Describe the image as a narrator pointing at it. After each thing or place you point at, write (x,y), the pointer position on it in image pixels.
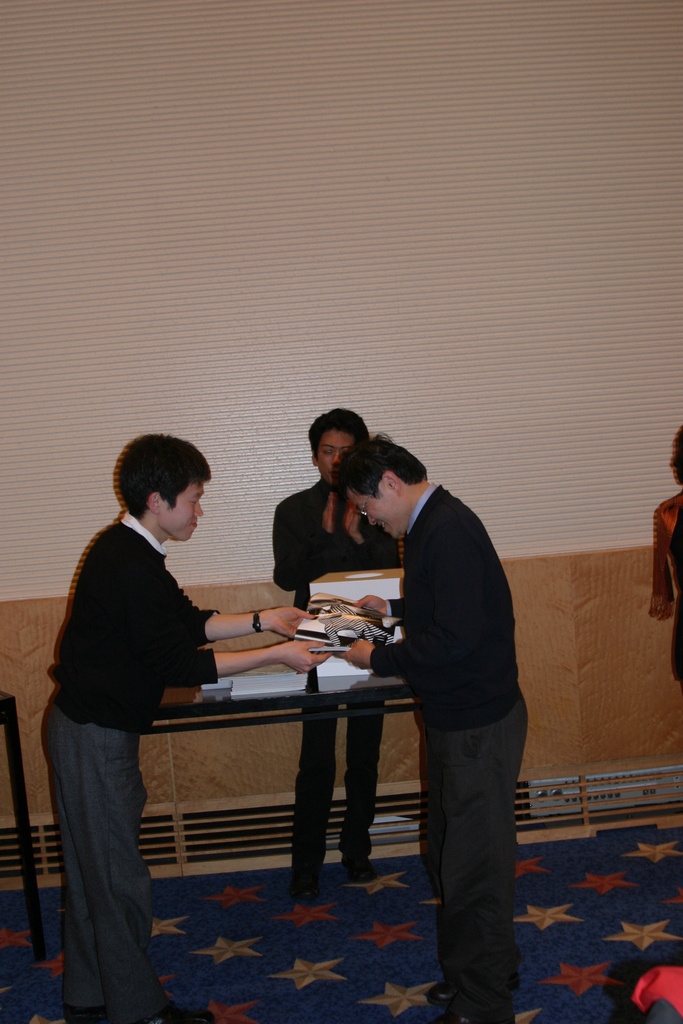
As we can see in the image there are four people (301,501) and a table (232,722). On table (266,704) there are books (292,676) and these two people (390,510) are holding a book (367,623).
